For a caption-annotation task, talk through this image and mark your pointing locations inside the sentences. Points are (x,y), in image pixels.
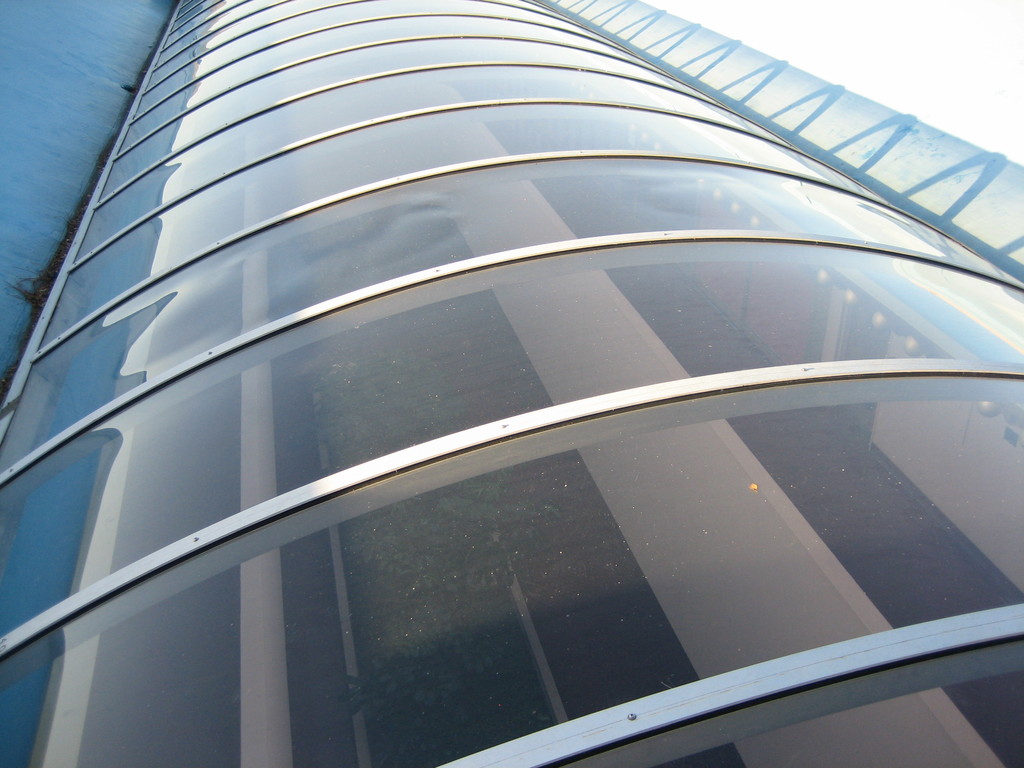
There is a glass building (396,248).
